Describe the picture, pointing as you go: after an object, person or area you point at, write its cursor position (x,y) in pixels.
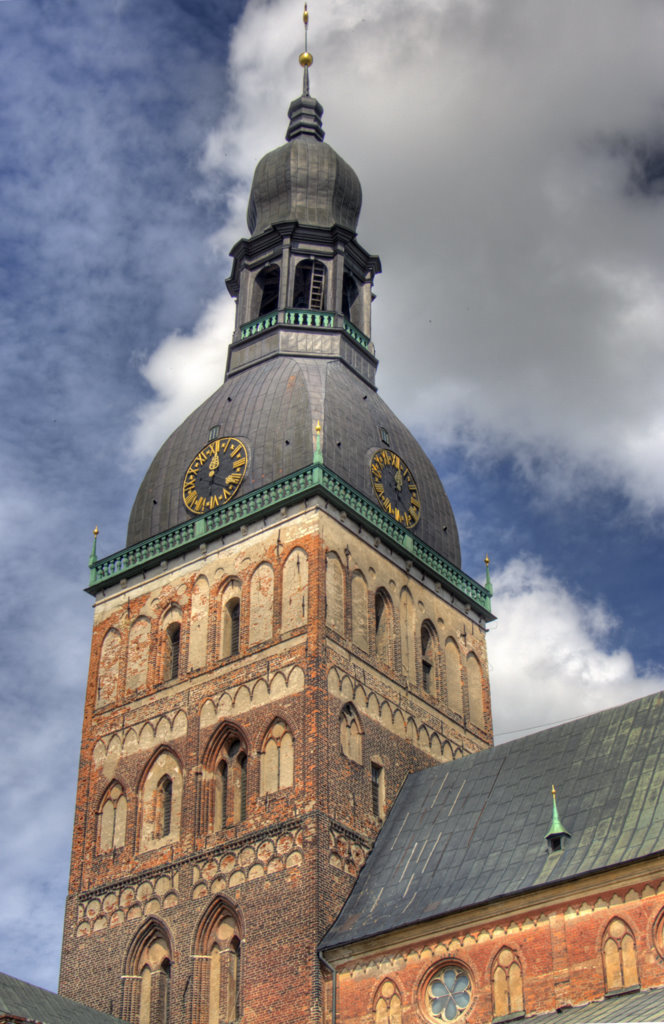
In this picture we can see the brown color clock tower (214,558) in the middle of the image (276,401). On the top (306,322) there is a black dome (234,432) with the golden rod (307,35). Above there is a blue sky (530,491) and white clouds (501,306).
